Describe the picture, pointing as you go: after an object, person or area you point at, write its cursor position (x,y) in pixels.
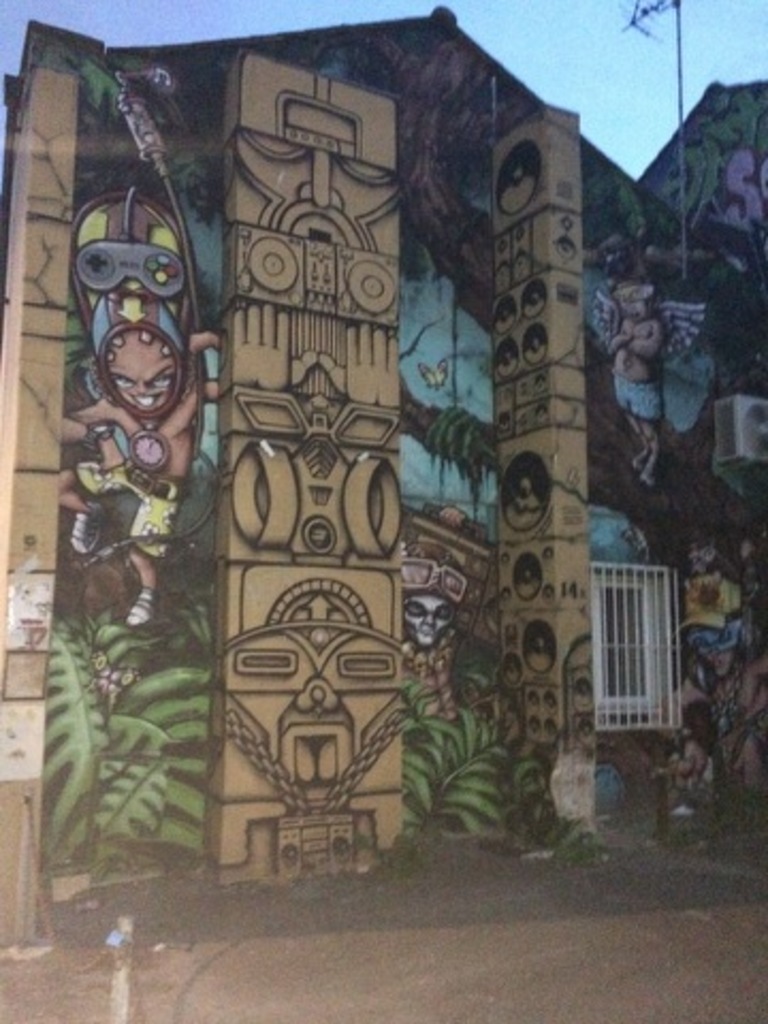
In this picture I can see a building (454,459) and graffiti (503,569) on the wall (457,517). I can see antenna (680,161) and a blue sky (625,96).
